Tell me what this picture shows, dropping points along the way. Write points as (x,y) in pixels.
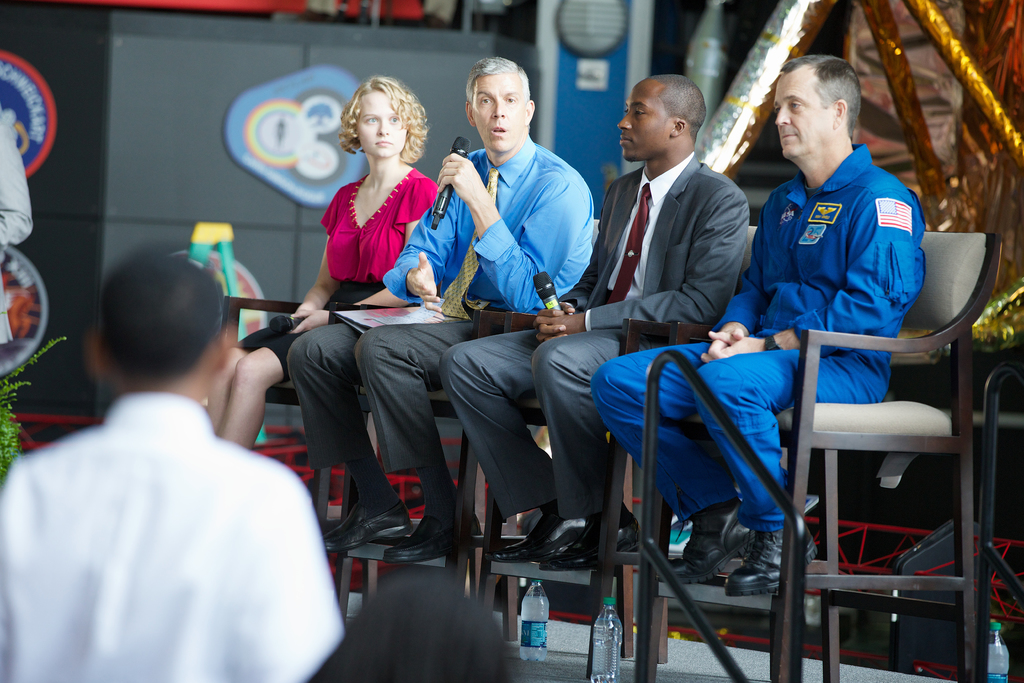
In this image, group of people (596,392) are sat on the chairs (798,431). Few are holding a microphones (440,207). In the middle (516,261) person (501,164) is talking. At the bottom (301,581), we can see another person (233,596) and few bottles (601,655). And background (598,68), we can see some boards (427,91), stickers (333,125).
